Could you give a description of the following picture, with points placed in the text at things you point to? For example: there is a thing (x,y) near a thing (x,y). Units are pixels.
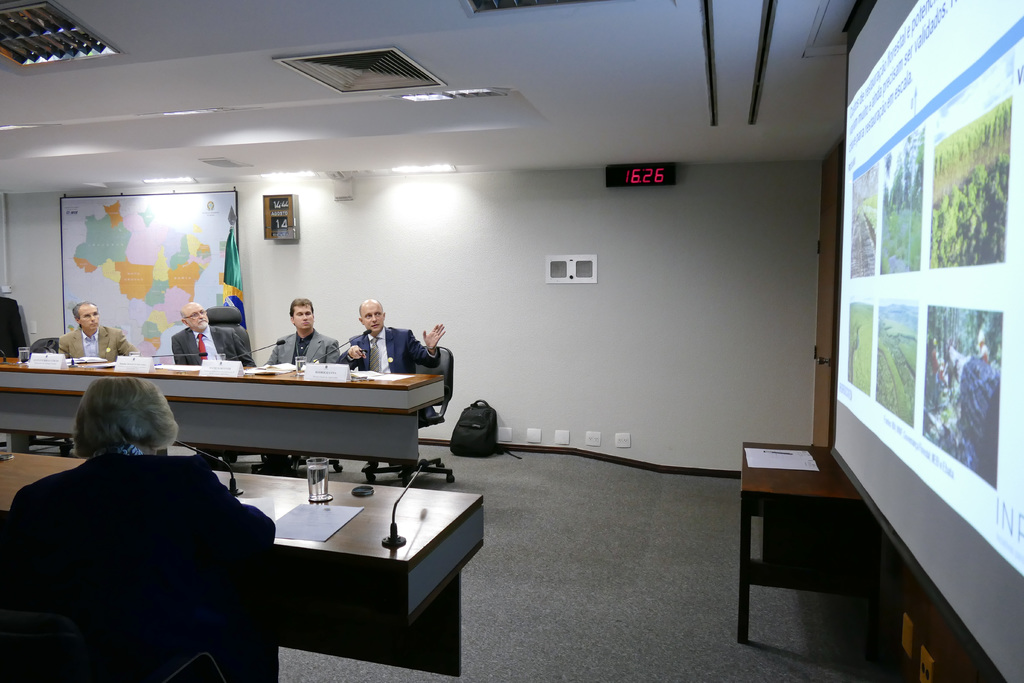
In this image, group of peoples (180,549) are sat on the black chair (48,643). We can see wooden desk (407,517). Top of the desks (265,489), so many items (296,365) are placed. Right side (974,420), we can see screen (940,442), There is a table (828,502). On top of the table (787,477), there is a paper (782,462). Backpack (484,451) here. Background (643,247), we can see white wall (574,230), clock (647,179), box (295,232). And map (194,254) on the left side (163,277). Here there is a flag (227,278). And white color roof (223,91) we can see and lights (172,182).
